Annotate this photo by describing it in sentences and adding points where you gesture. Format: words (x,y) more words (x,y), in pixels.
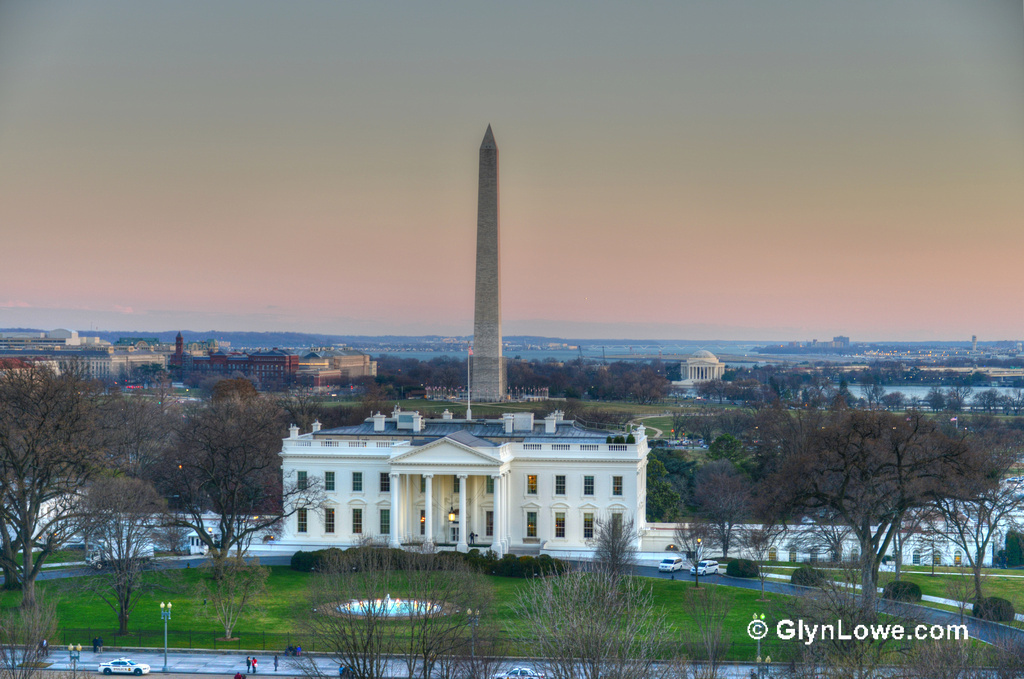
In this image, there are a few buildings (677,535). We can see some trees (807,469) and plants (904,584). We can see some grass (664,579) and the fountain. There are a few people (275,660) and vehicles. We can see some water (943,394) and the sky (779,39). We can see some poles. We can see the ground (1003,625).
